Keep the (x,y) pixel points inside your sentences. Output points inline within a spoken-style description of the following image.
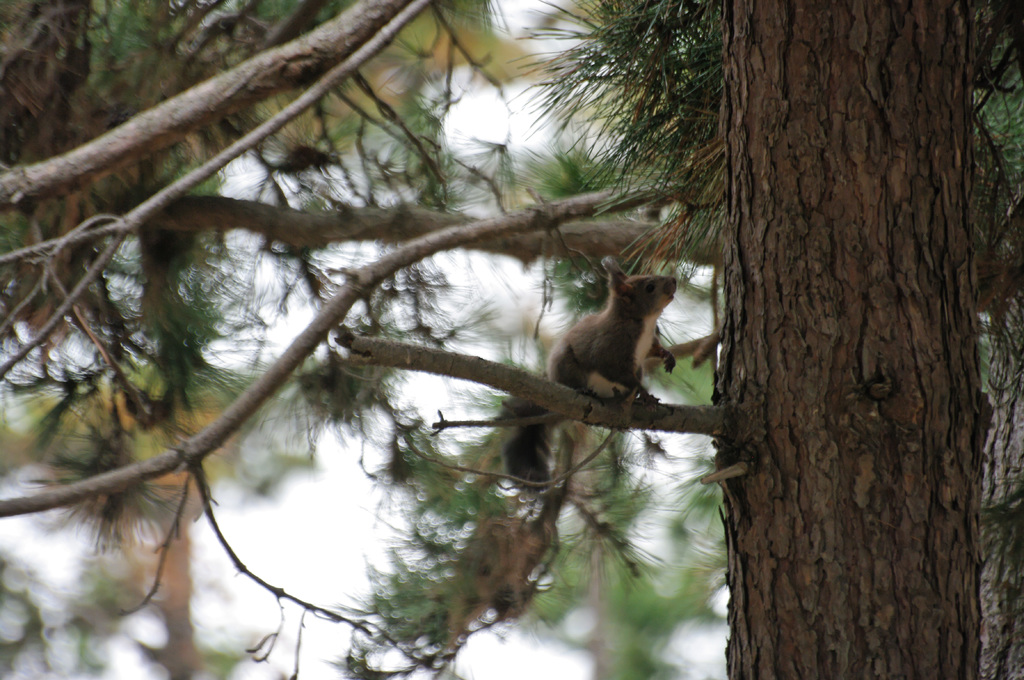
In this picture there is a brown color squirrel (590,390) sitting on the tree branch (573,390). Behind we can see some green leaves (639,105) and on the right corner (892,319) there is a tree trunk (859,550).
